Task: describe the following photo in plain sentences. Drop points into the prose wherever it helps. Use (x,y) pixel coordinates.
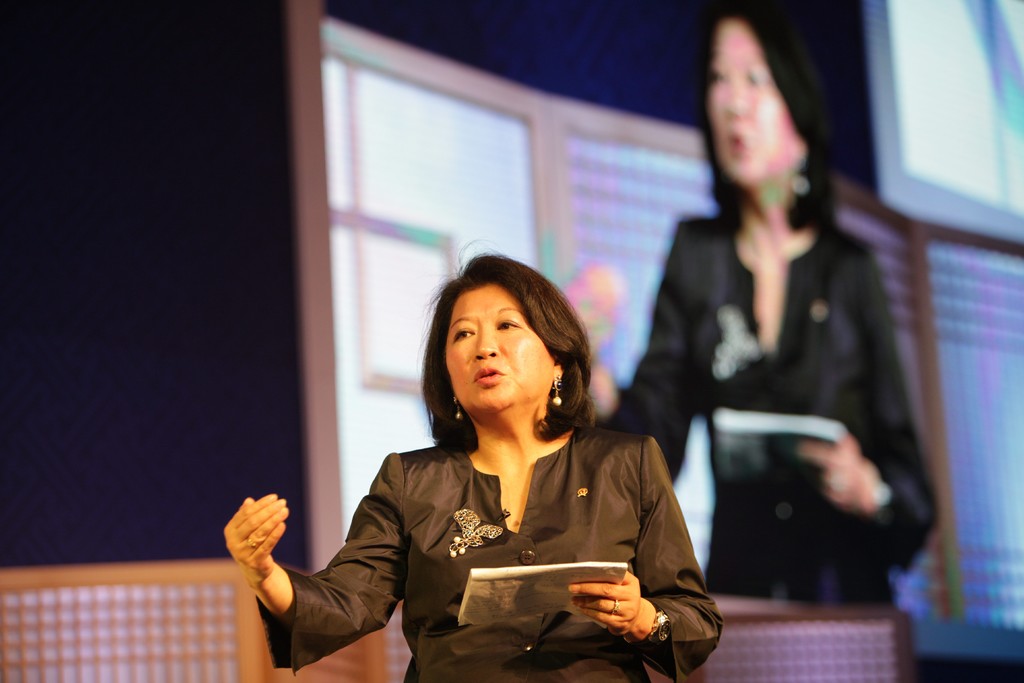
This woman (536,381) is holding a book (569,563). Background (754,72) there is a screen (884,160). On this screen (769,67) we can see a person (852,525).
